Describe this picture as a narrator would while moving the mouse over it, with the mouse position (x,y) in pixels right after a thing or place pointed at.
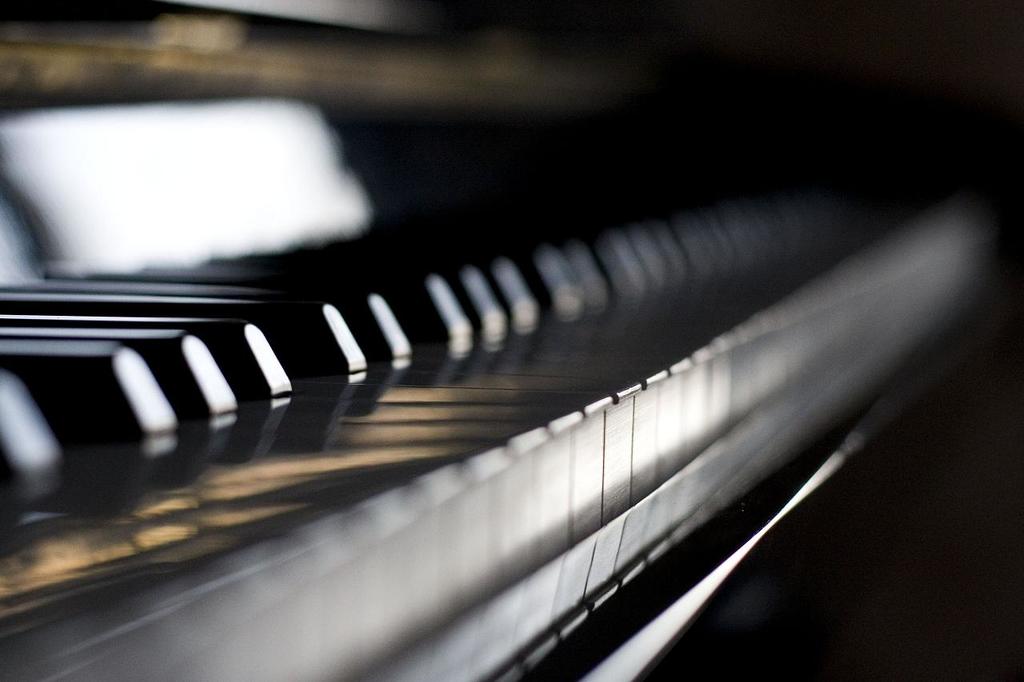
In this image I can see a musical instrument (531,233) and on the top left side of this image (243,109) I can see a white colour thing (331,224). I can also see this image is blurry.
